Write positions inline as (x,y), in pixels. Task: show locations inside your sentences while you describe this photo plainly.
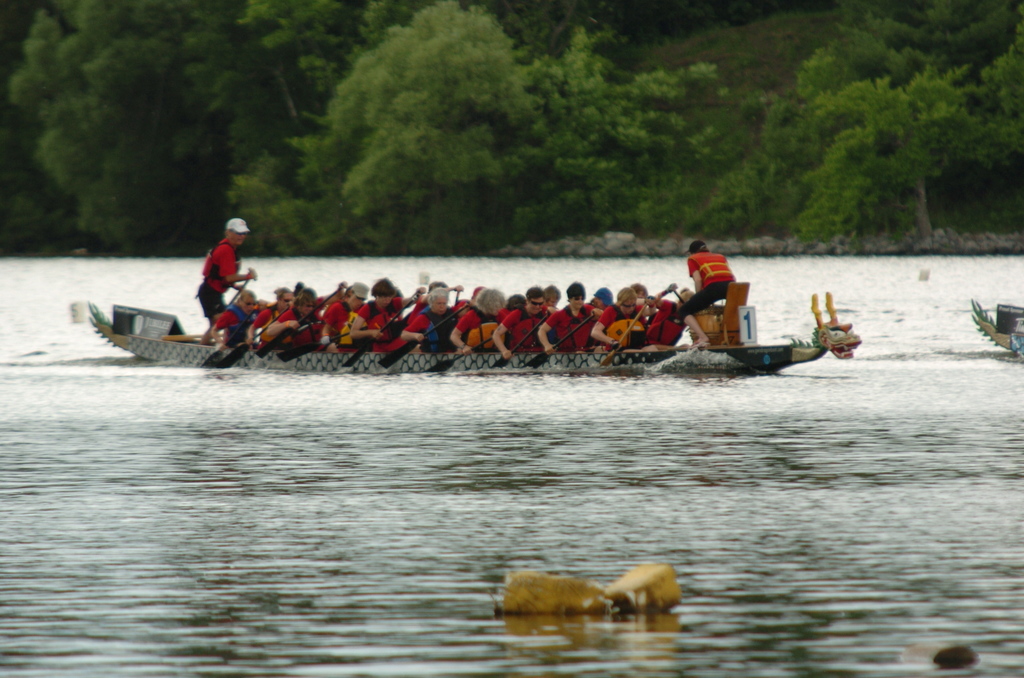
In this image we can see people (348,327) sailing a boat (135,343). In the background of the image (635,139) there are trees (525,110). At the bottom of the image (336,506) there is water (436,507).
